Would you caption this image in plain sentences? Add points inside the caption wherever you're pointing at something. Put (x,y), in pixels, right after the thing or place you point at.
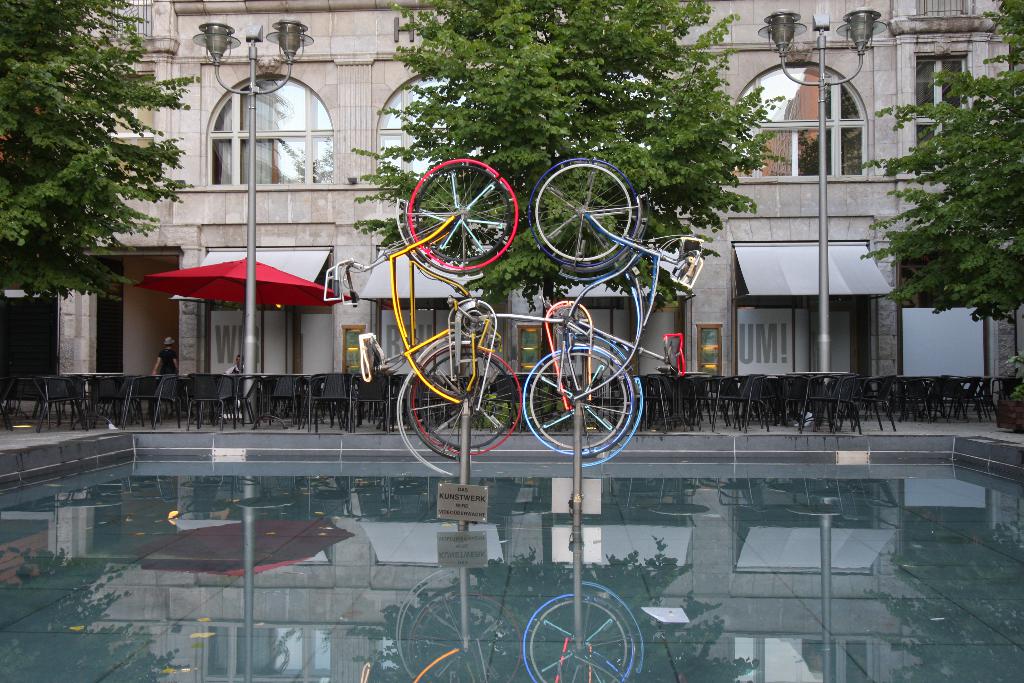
This picture is clicked outside. In the foreground (293,547) we can see a water body (716,552) and we can see the bicycles (453,249), lamp posts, trees (46,178), umbrella (209,270), chairs (78,400), tables (274,373) and a person (237,372) sitting on the chair (235,387) and a person (170,356) seems to be walking on the ground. In the background (266,129) we can see the building (349,143) and we can see some objects (715,331) in the background (705,339).
